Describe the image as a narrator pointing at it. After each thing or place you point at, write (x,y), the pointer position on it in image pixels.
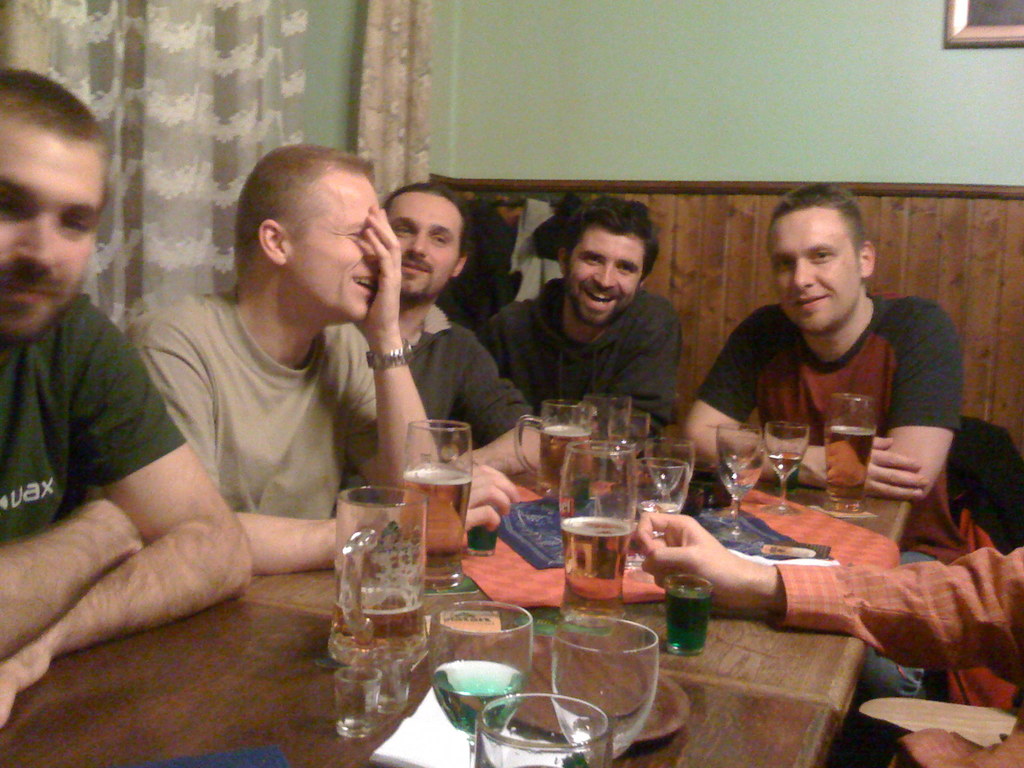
There is a group of people (473,374). They all are sitting in a room (504,600). Some of them are laughing. There is a table (472,596). There is a glass (446,514), tissue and some cotton cloth (505,551) on a table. we can see in the background (480,181) curtain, wall (474,191) and frame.
